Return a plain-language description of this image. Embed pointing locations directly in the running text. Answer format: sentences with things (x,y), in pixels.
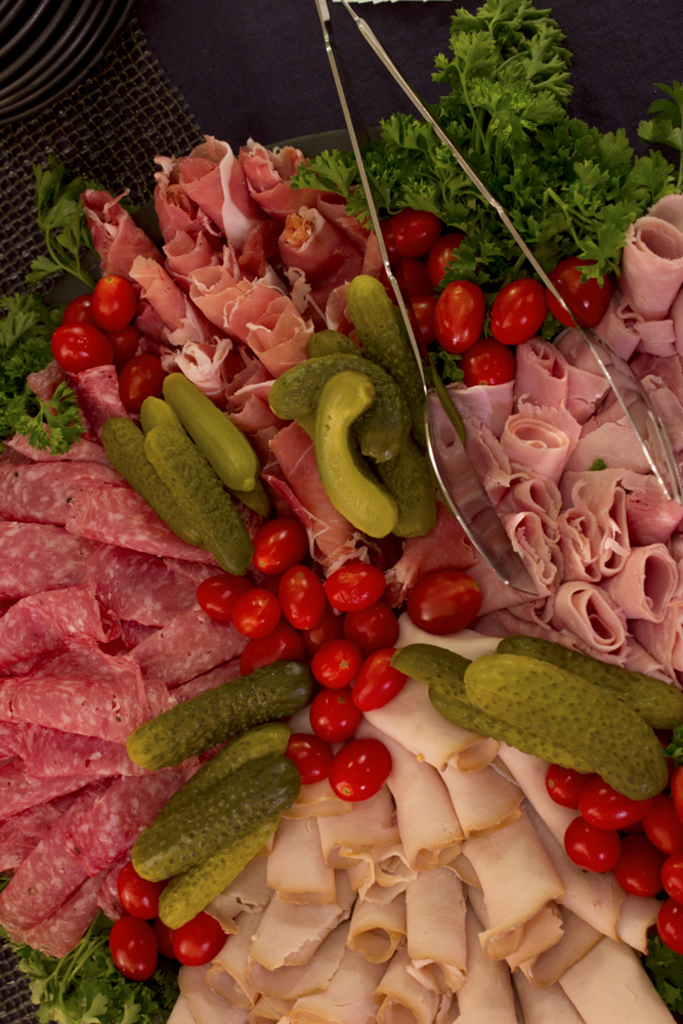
In this image there is a plate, in that plate (211,242) there are food items (327,500) and tongs (449,140).
